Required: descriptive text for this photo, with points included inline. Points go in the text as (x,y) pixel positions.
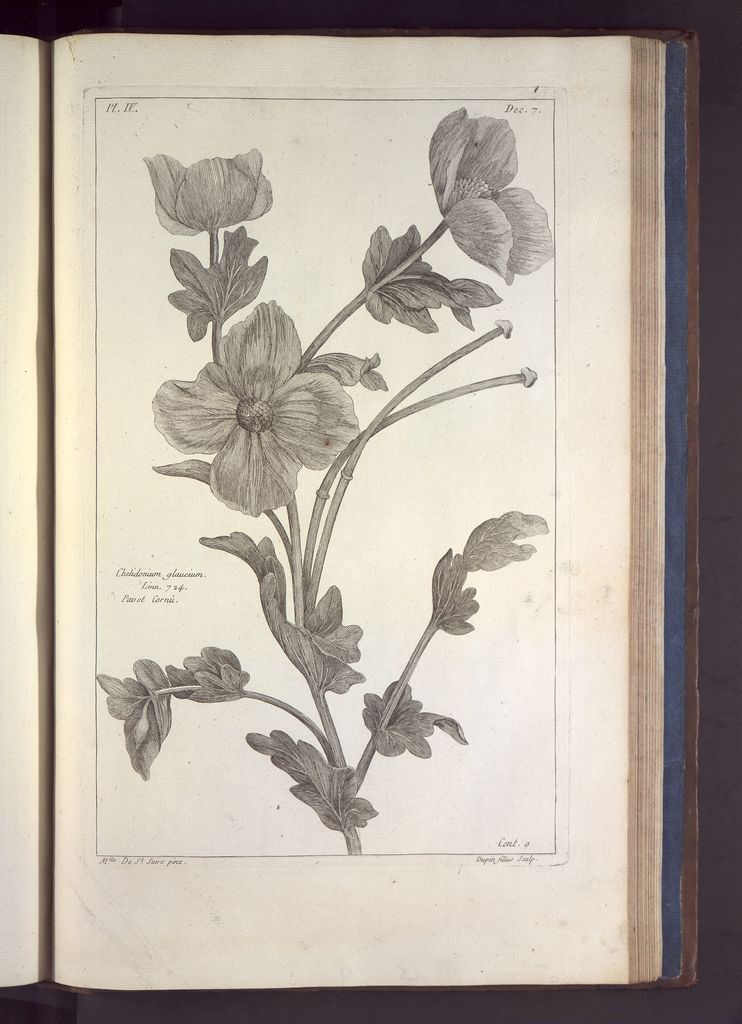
In the center of the image (468,450) there is a book (496,401). In book (406,312) we can see flowers (231,187), leaves (515,532), plant (345,483) and some text (125,577).
